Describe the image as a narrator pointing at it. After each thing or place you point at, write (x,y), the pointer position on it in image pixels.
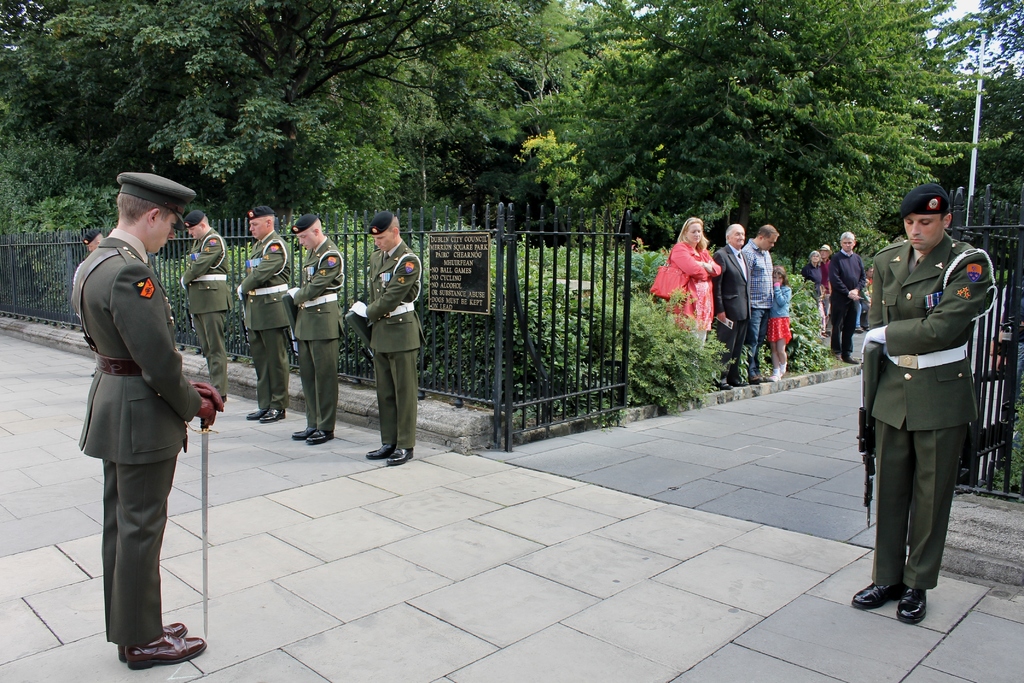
In this image there are officers (305,342) standing on the floor (373,430) one beside the other. There is a gate (553,309) in the middle (620,365). In front of the gate (560,369) there is an officer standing on the floor (180,559) by holding the gun (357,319). In the background (702,47) there are trees (416,153). There are few people (718,288) standing on the footpath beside the gate (510,313).
